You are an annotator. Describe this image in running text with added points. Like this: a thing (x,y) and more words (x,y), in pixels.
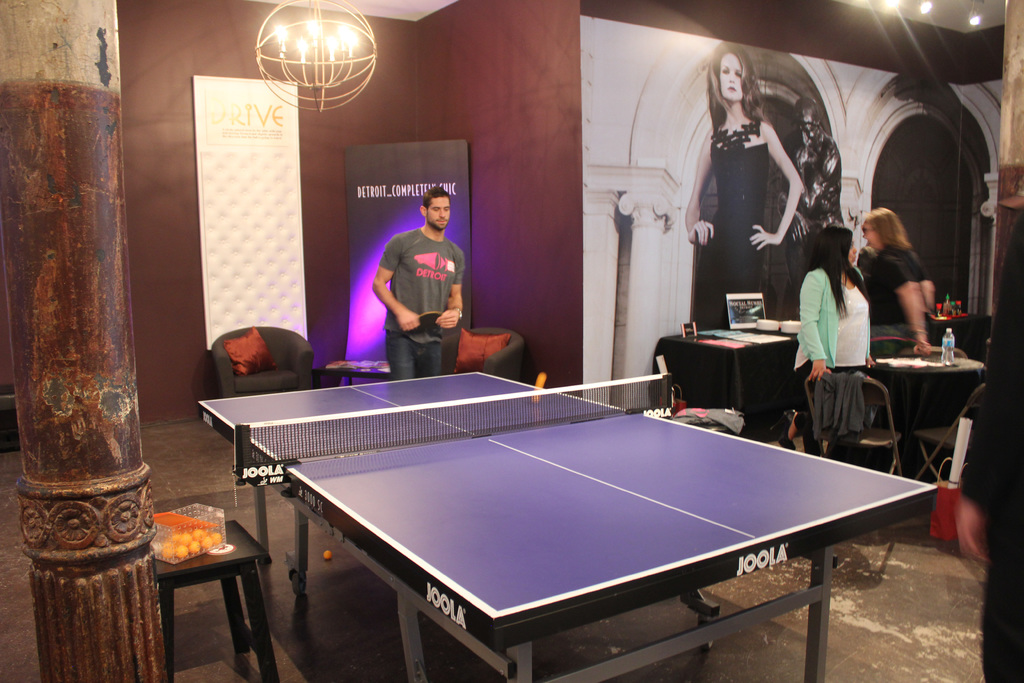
this picture we can see a man (417,299) standing in front of the board (414,454) and right side (880,283) we can see two Women (849,301) are standing beside them there is a table (753,368) on the table (727,365) we can see some papers (768,339) and laptop (749,317) back of them there is a wall (814,175) on that Wall (802,124) that we can see a flexi (802,124) left side of the picture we can see some balls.
